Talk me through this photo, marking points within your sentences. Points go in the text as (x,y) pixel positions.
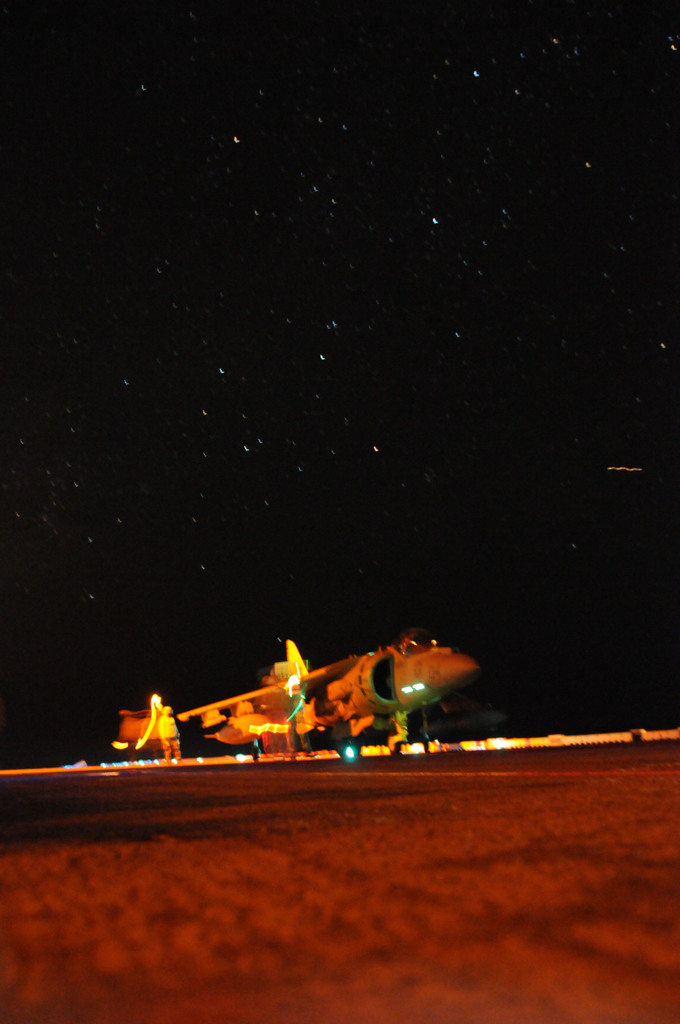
In this image we can see an airplane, lights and a man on the ground (346,965). In the background (282,323) we can see the stars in the sky (152,121).
